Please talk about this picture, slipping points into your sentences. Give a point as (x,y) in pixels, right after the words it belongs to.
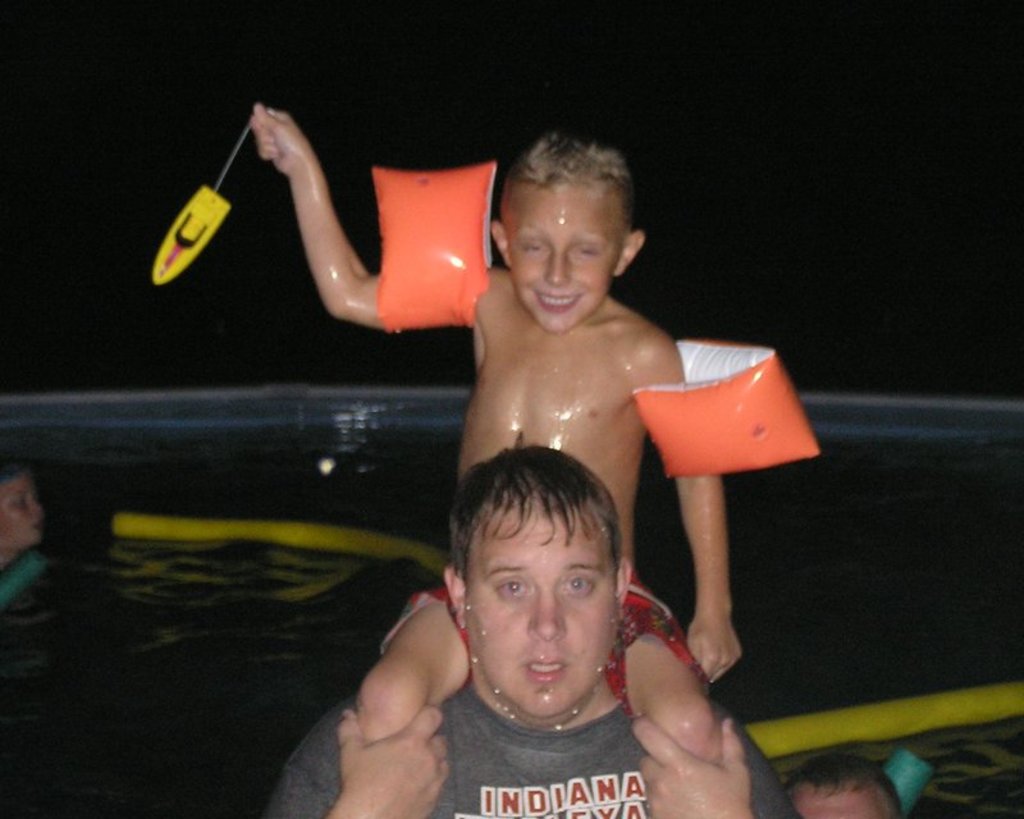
In this picture I can see a boy (627,403) holding an object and sitting on the shoulders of a man (538,606), there are two persons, there are objects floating on the water (385,446), and there is dark background (38,98).
